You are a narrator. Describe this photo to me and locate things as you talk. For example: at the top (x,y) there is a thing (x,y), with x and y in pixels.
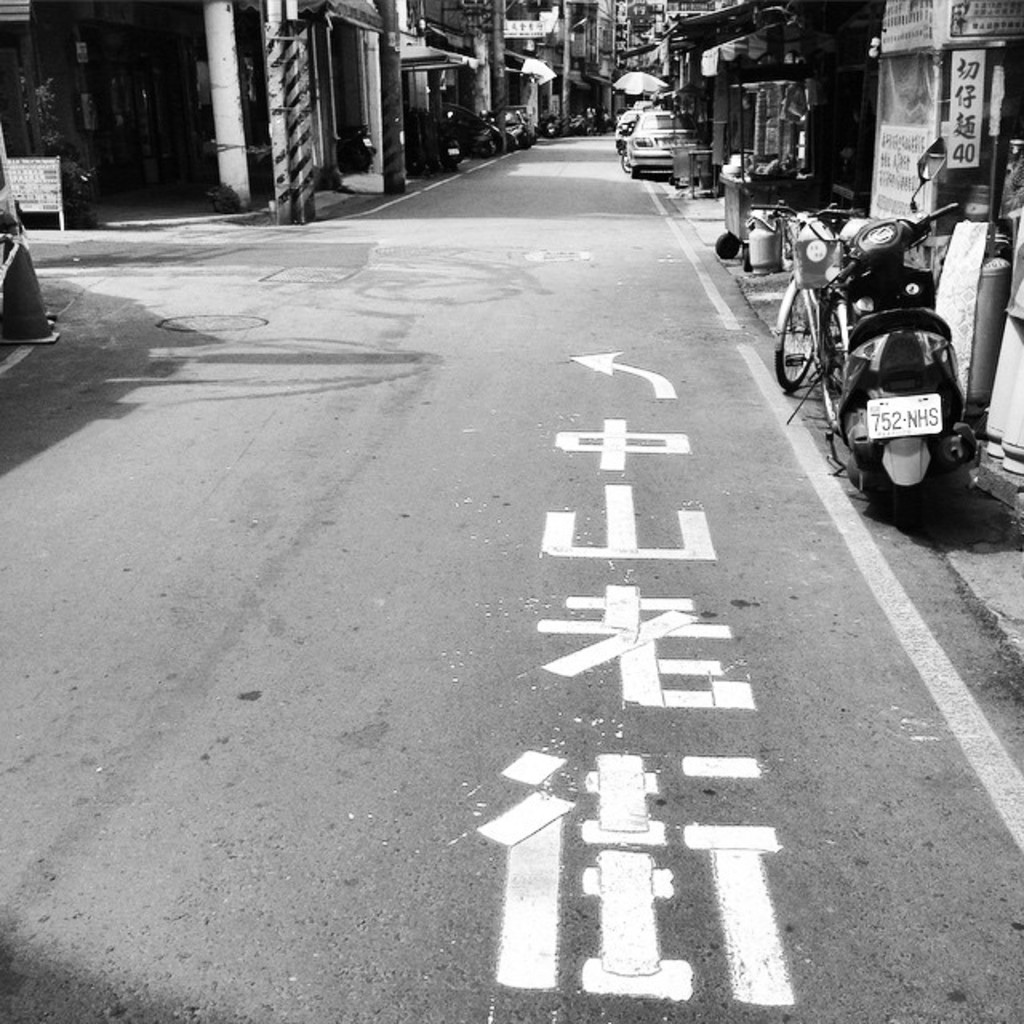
It is the road (611,414), on the right side (831,368) a vehicle (928,349) is parked, these are the houses (855,89).
